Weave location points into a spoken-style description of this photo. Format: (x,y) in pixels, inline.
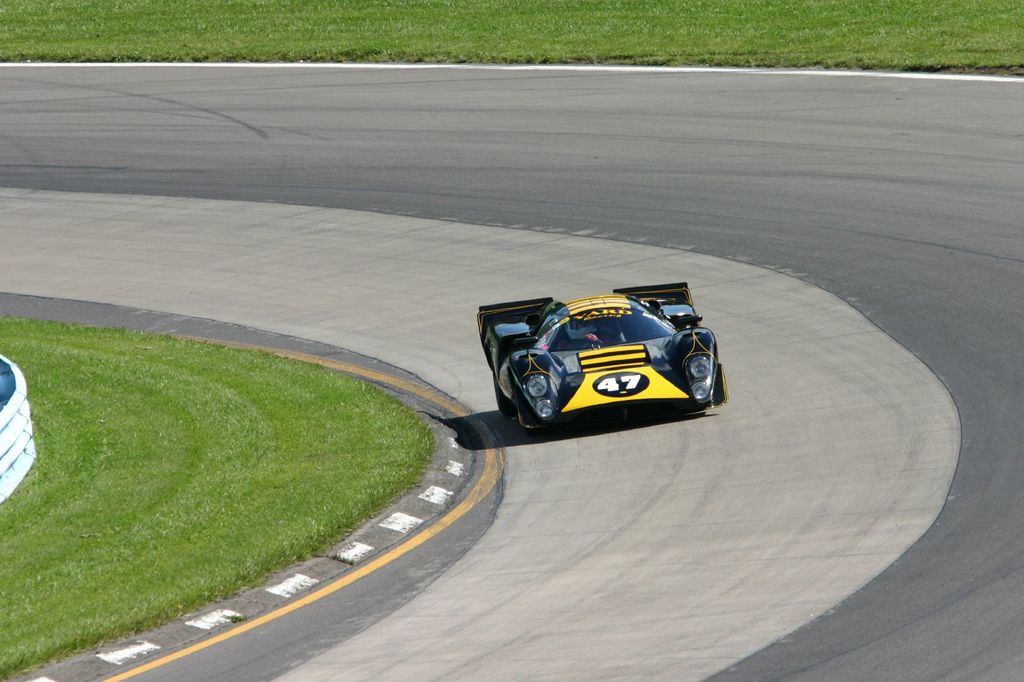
In the image we can see a racing car (644,345) on the road (565,292). Here we can see the road (593,442) and the grass (246,477).
